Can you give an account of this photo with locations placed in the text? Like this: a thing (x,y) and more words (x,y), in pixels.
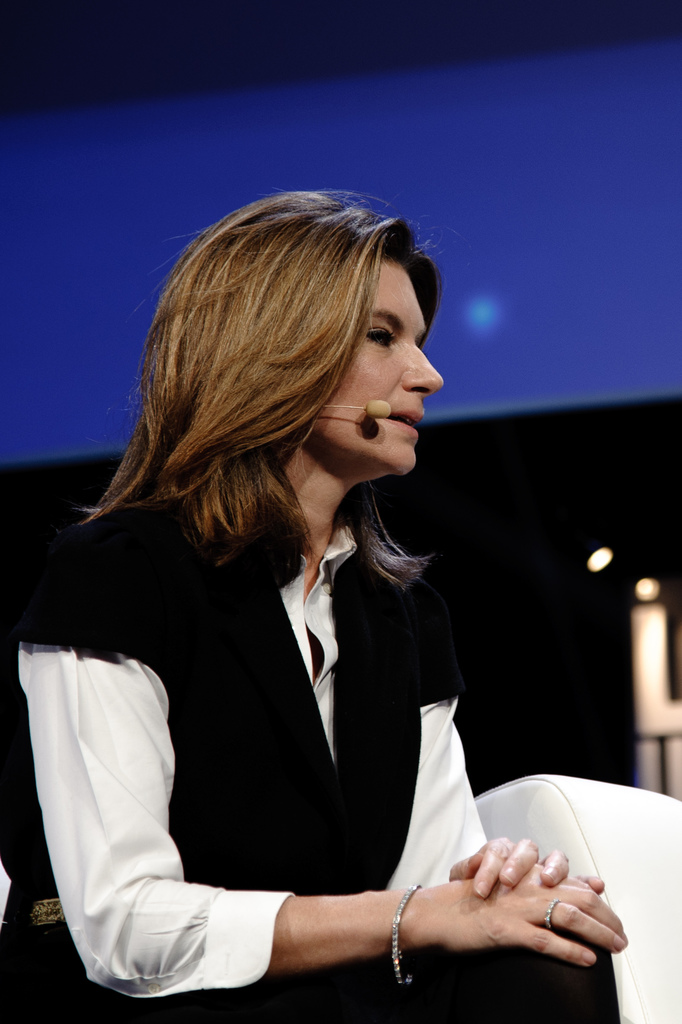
In this picture I can observe a woman (257,631) wearing black and white color dress (233,639). She is sitting in the chair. The background (536,701) is dark.
